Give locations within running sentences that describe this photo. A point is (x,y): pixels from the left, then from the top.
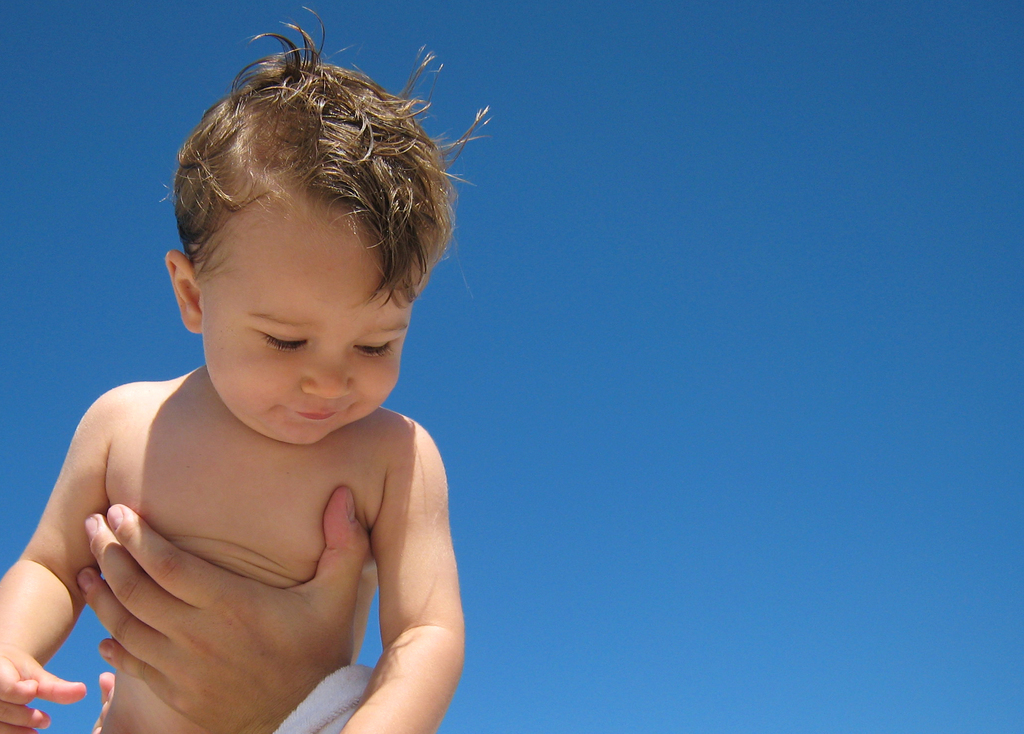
In this picture we can see a person's hand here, we can see a kid (310,536) here, in the background (647,423) there is the sky (644,390).
